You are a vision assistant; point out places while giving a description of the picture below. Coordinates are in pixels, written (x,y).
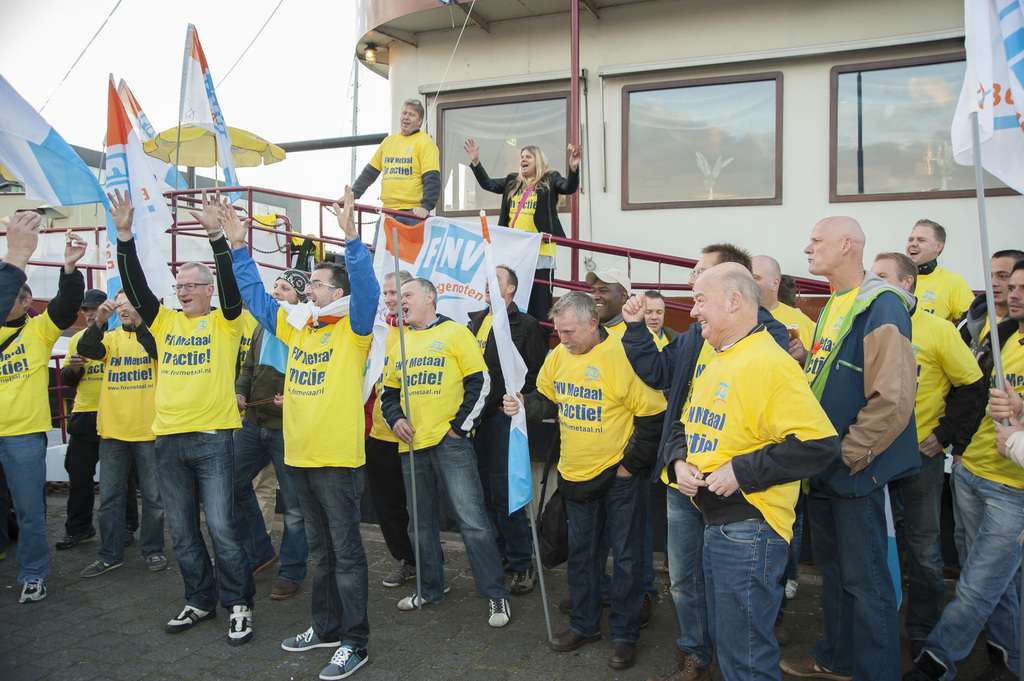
In this image we can see there are people (562,393) standing on the ground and holding flags (167,219) and there is a banner (461,312). At the back (729,68) there is a ship (712,216), fence (177,227), pole (355,76), rod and the sky (146,65).
